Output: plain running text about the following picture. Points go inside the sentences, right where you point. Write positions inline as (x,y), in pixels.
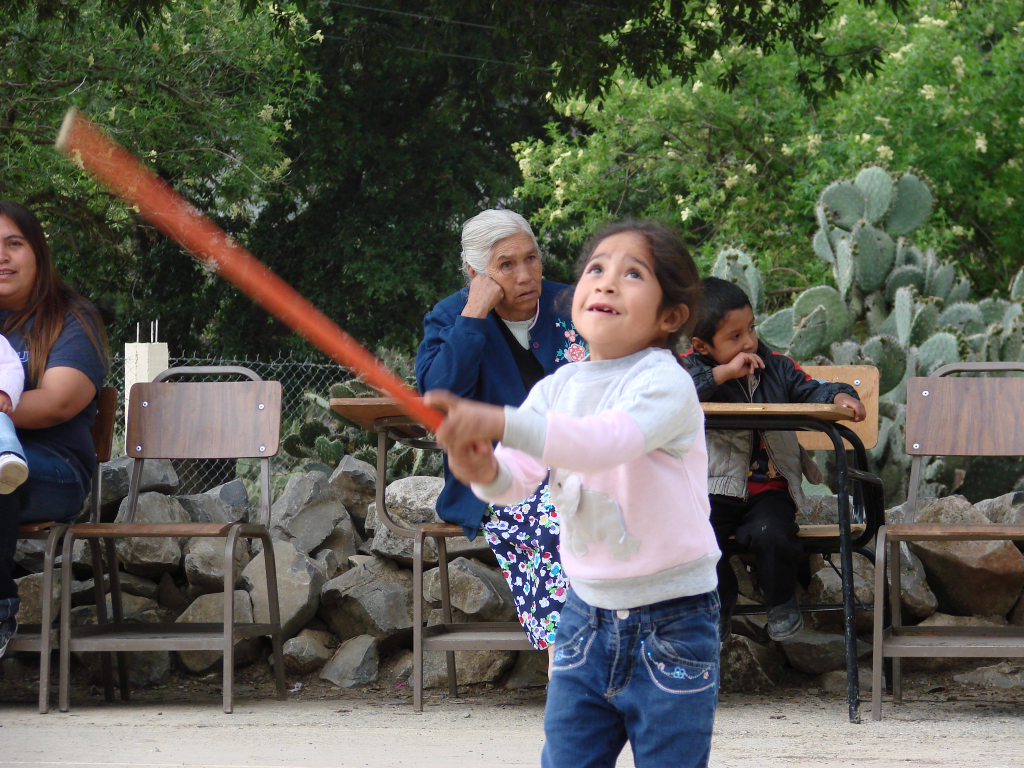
In this picture a kid (598,293) is playing with a stick (109,159) in her hand (469,423) and there are people (43,442) sitting on chairs (92,436) in the background (493,341). There are people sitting on the chairs (864,494) in the background (34,429).
